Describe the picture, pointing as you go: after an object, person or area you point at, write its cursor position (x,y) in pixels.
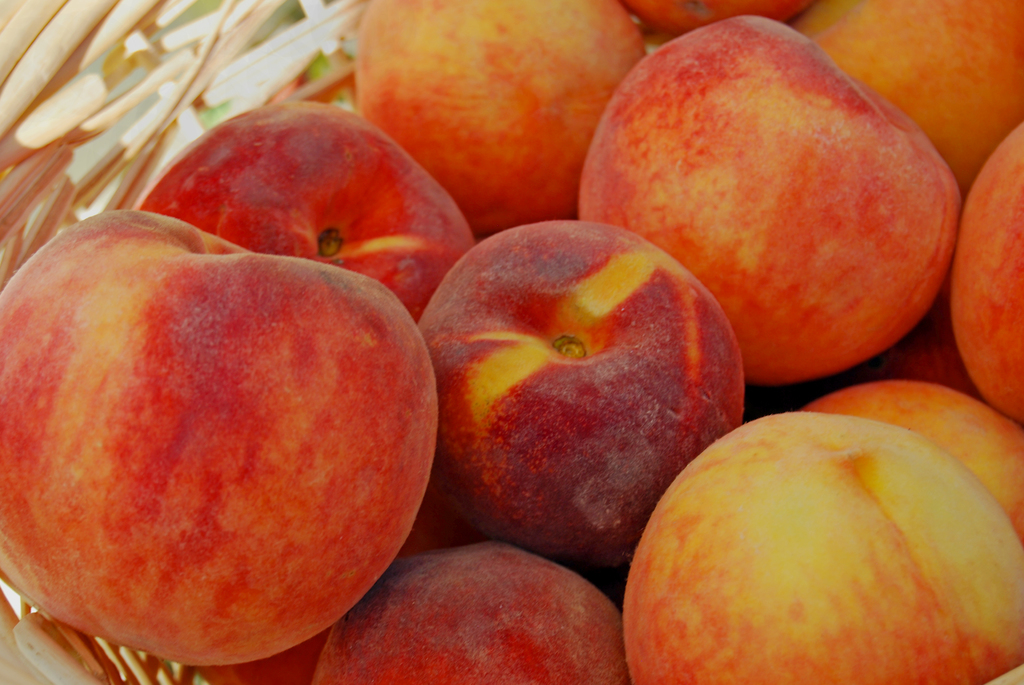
In this image I can see peaches (366,231) which are in red and yellow color. These are in the wicker basket (97,663).
